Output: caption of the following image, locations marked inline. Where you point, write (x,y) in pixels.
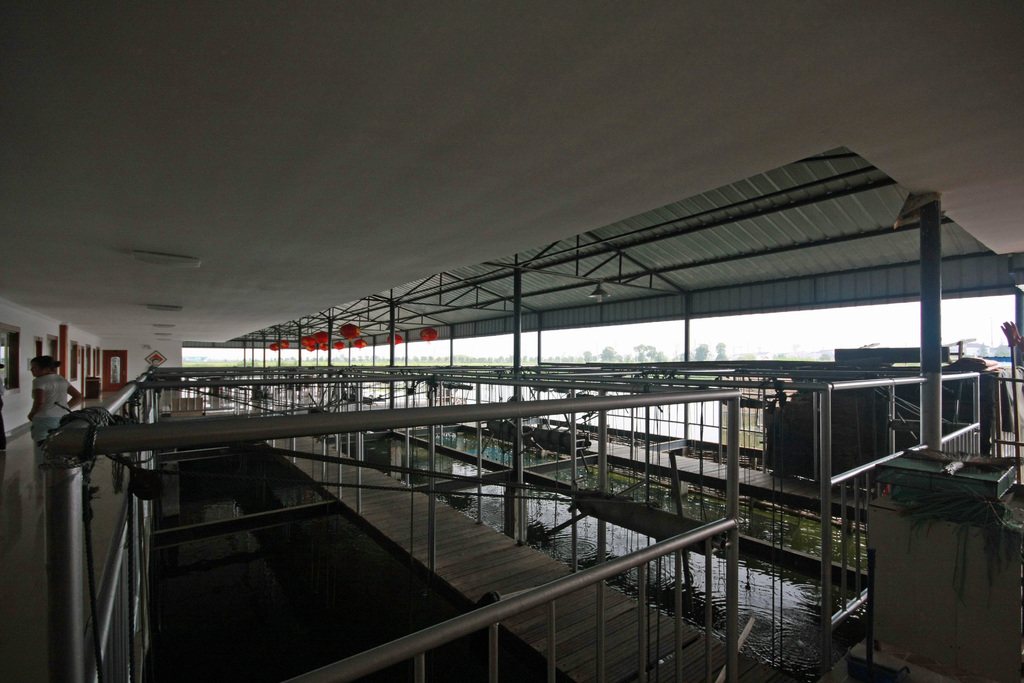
This picture is taken inside the hall (559,628). In this image, on the left side (72,349), we can see two people (58,397), pillar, glass window (17,353), door (107,363). On the right side (1018,358), we can see some pillars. In the middle of the image (615,419), we can see metal rods (455,382), water (583,537). At the top (278,141), we can see a roof (277,138) with few lights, we can also see a metal roof (646,286). In the background (298,363), we can see some trees (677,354) and a sky (817,331).
